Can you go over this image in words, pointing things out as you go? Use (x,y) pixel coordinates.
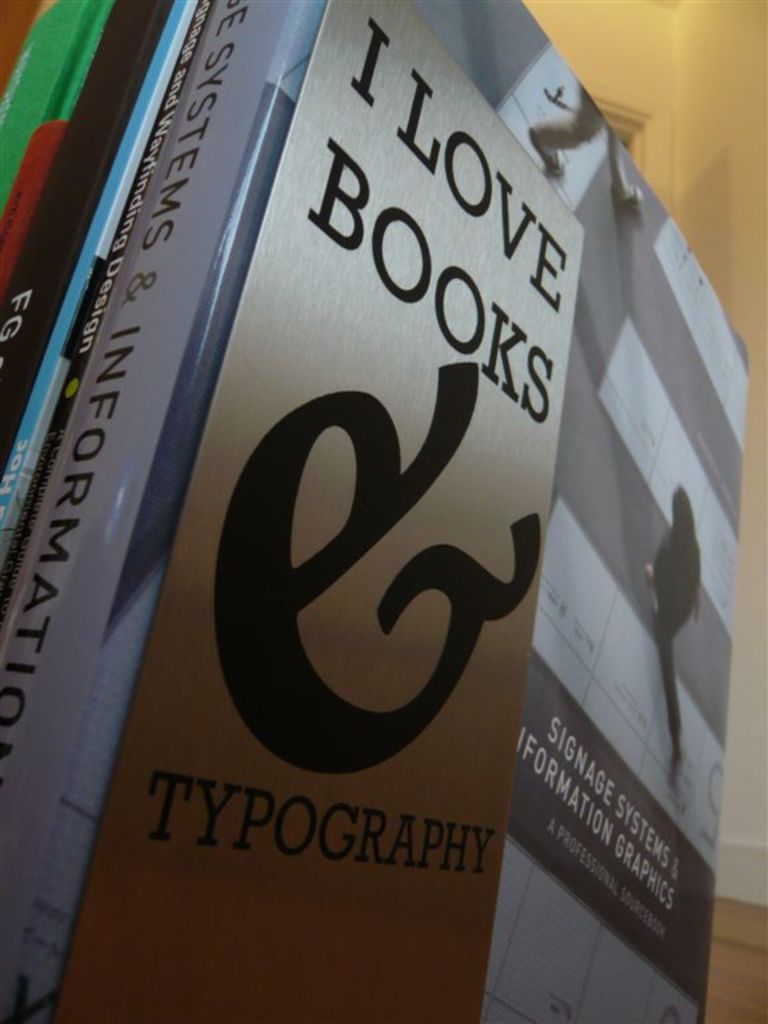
In this image I can see few books (146,308) which are black, blue, green and red in color and I can see a board (336,314) which is silver in color and few words (438,394) which are black in color written on it. In the background (734,101) I can see the cream colored wall (681,108) and to the bottom of the image (712,941) I can see the floor (714,972).
